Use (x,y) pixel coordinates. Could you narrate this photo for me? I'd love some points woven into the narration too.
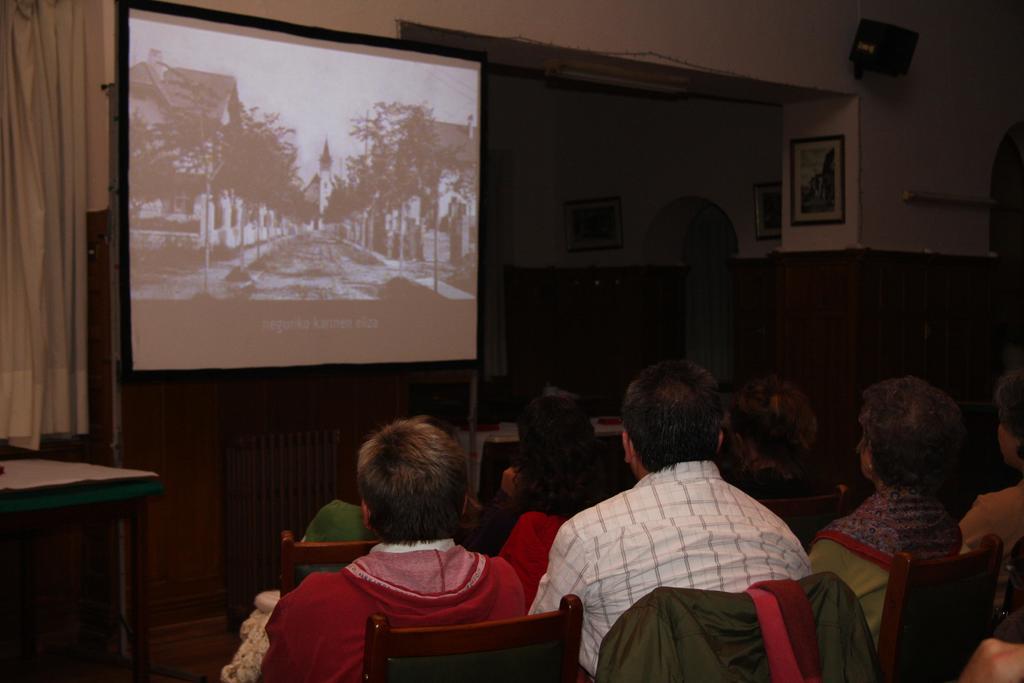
In the picture there is a video clip (309,130) playing on the screen (321,299) and in front of that, group of people (688,528) are sitting on chairs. Behind the screen (341,126) there is a wall (575,263) and there are some photo frames (814,200) to the wall (859,141).
